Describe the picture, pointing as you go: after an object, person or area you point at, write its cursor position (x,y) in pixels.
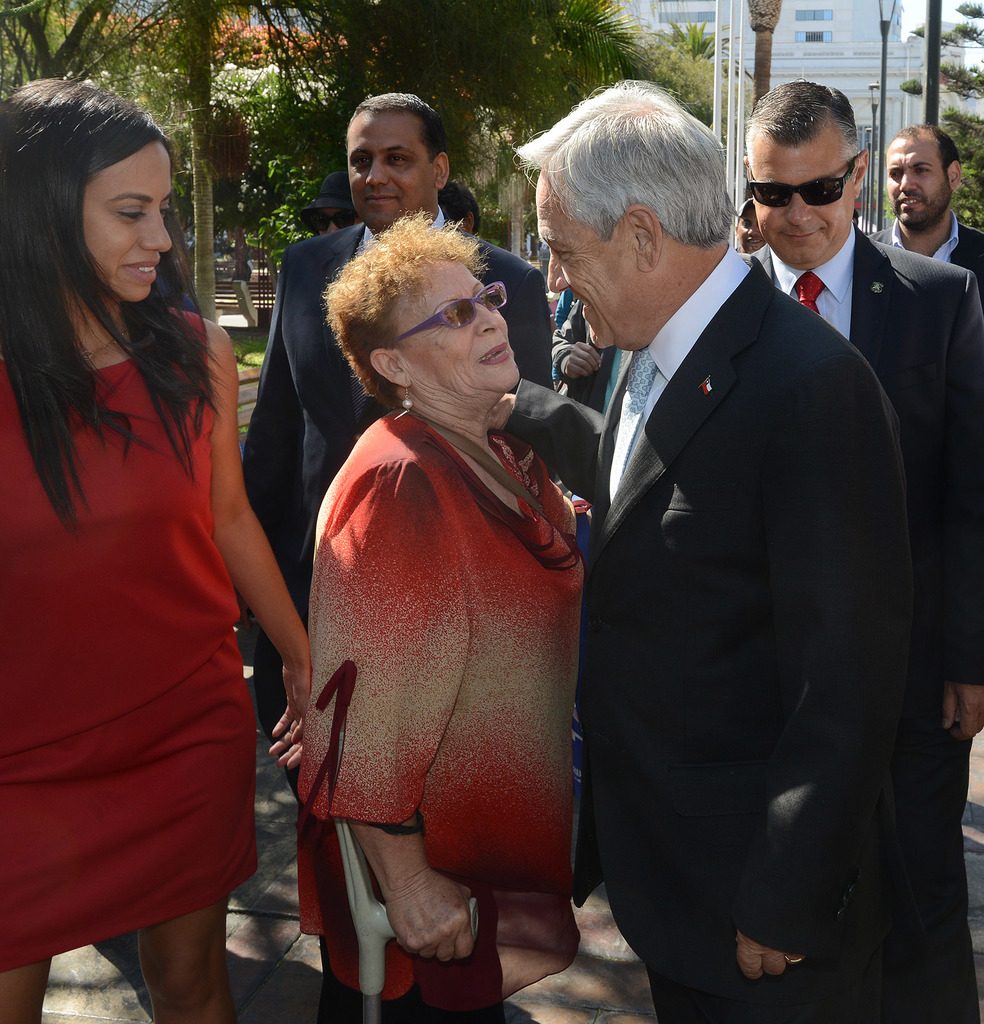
In this image we can see few persons (283,635) are standing. In the background (495,20) there are trees (194,39), poles (933,66), buildings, windows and objects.
